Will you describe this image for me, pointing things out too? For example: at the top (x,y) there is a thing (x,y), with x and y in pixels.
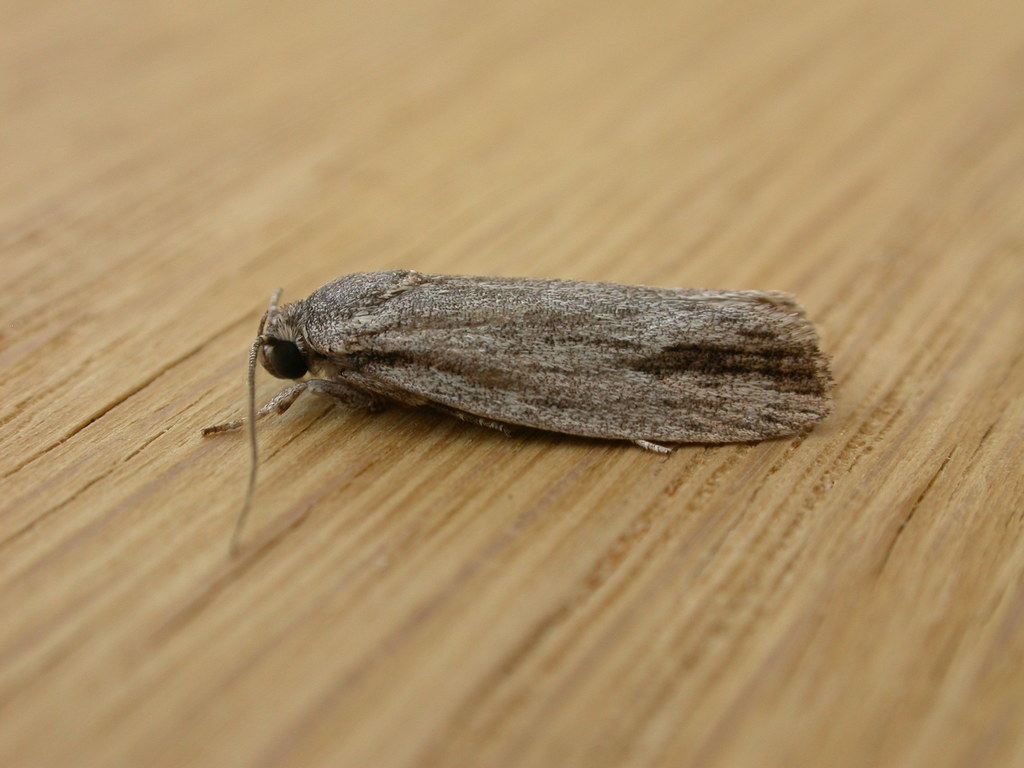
In this picture there is a moth (475,347), on a wooden surface (314,574). The edges (53,494) are blurred.
